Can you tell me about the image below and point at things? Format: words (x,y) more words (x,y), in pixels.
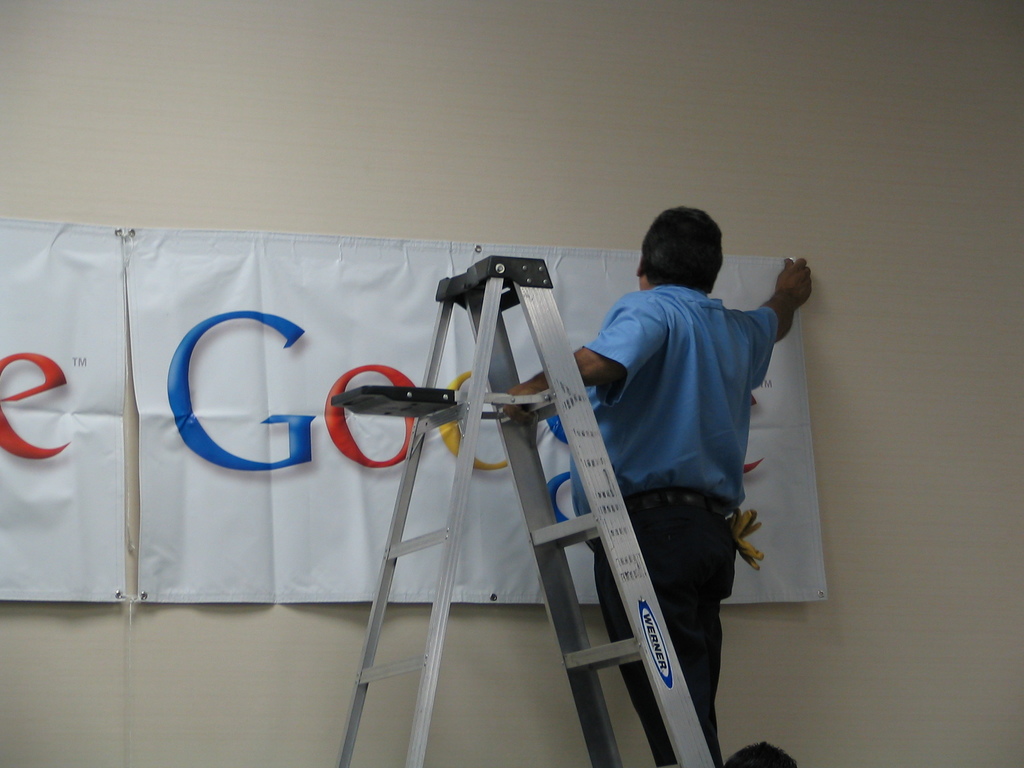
In the image we can see there is a man (723,430) standing on the ladder (535,340) and he is pasting the banner (451,449) on the wall (633,163). On the banner (343,452) it's written "Google".
